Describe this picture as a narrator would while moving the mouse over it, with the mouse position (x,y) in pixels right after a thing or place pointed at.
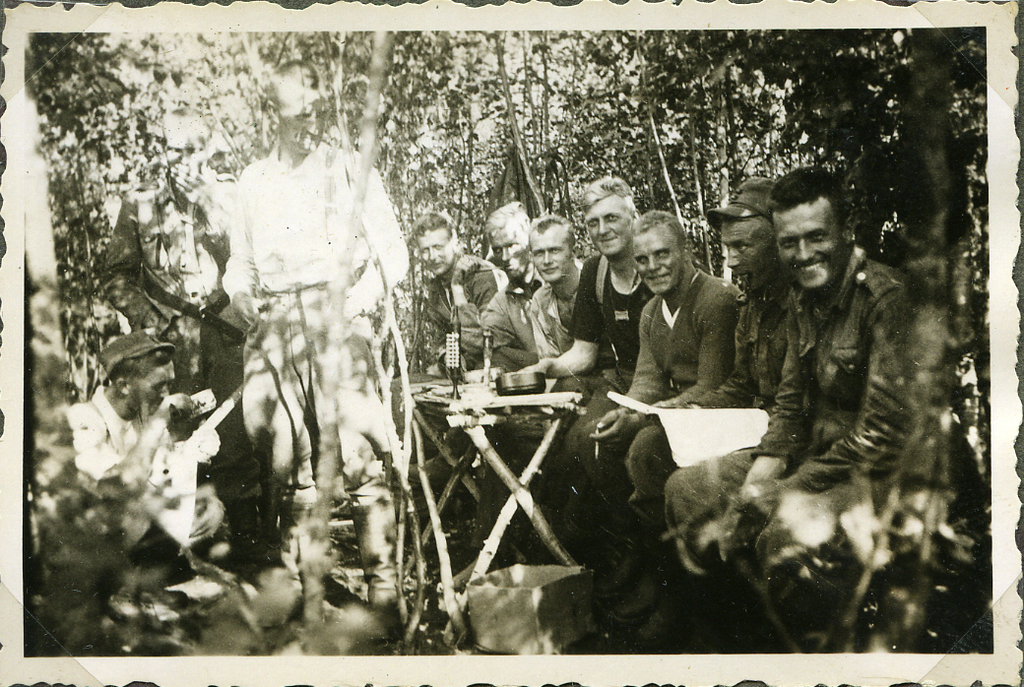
This is a black and white picture, there are 10 persons (513,282), two are standing and eight persons (158,488) are sitting. Some people (357,390) holding some objects (524,384). There are many trees (425,359), one box (495,584) is on the surface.
